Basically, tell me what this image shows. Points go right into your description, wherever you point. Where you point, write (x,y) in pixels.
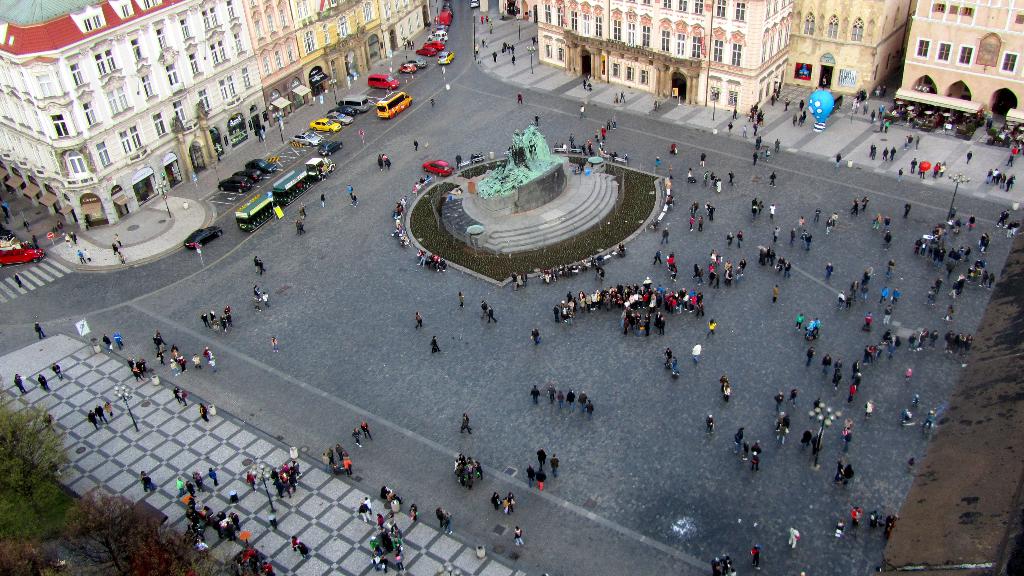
In this picture we can see group of people (265,294), few buildings (163,99) and poles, also we can find few sign boards (49,238) and vehicles (246,174), in the bottom left hand corner (104,513) we can see few trees (125,525).
